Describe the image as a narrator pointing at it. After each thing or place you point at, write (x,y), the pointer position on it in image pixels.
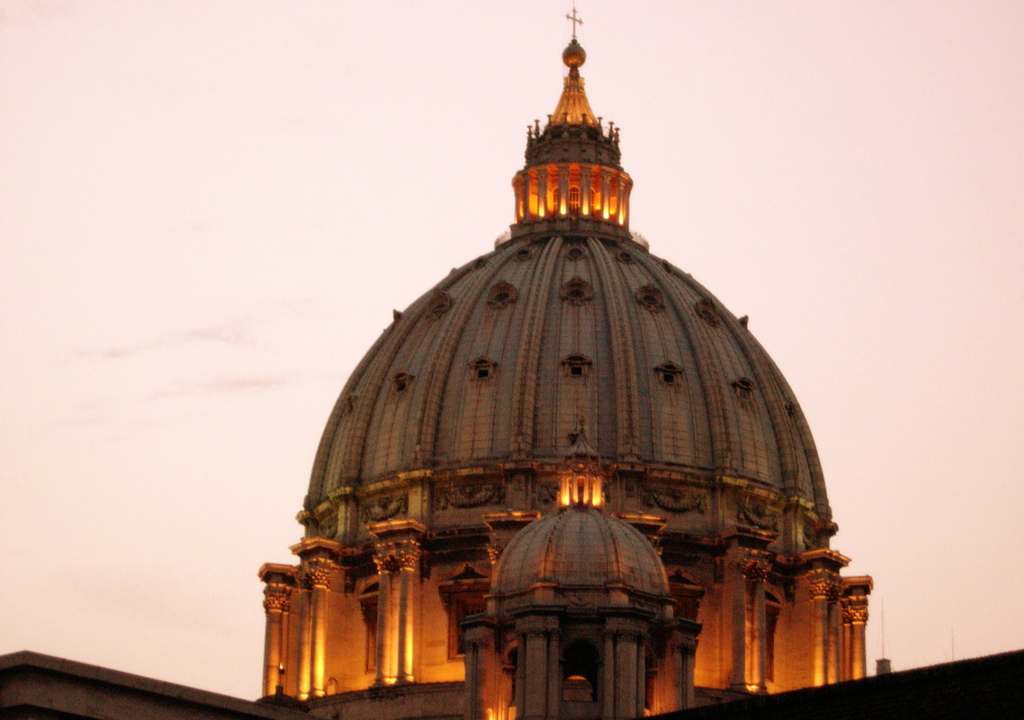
In this image we can see a church (416,510), on top of it there is cross symbol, we can also see some lights (548,207), and the sky (26,256).
